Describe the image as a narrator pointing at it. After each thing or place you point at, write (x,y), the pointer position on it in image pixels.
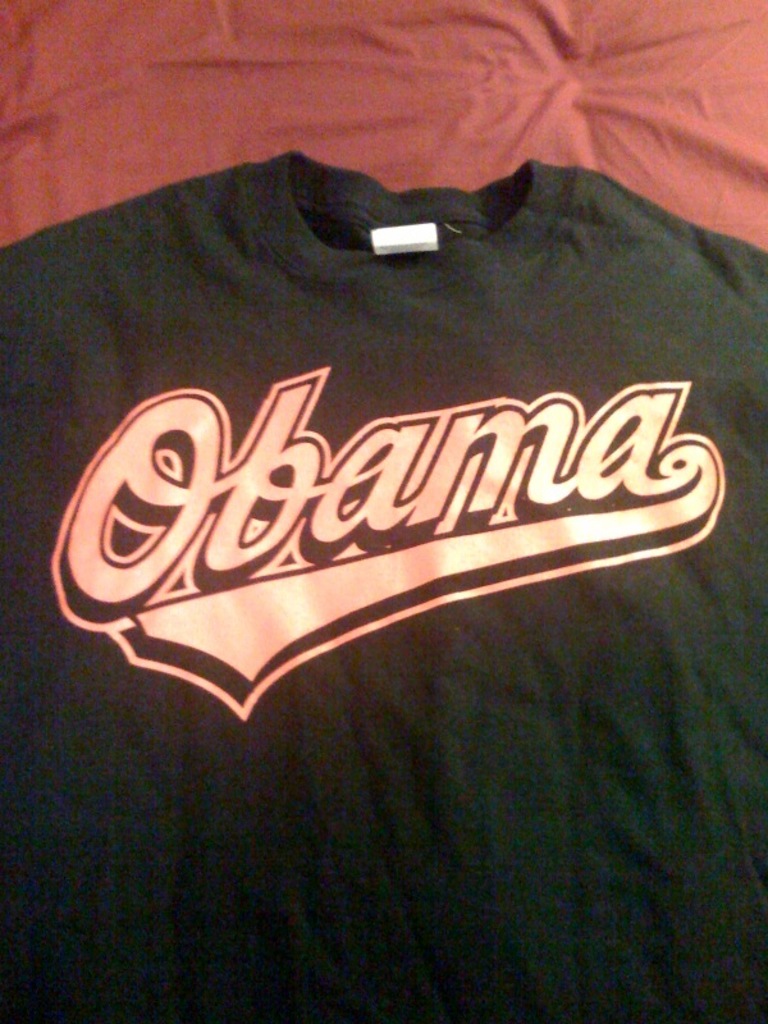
In this image I can see a black color t-shirt (366,689) on which I can see a logo (380,568) on it.
